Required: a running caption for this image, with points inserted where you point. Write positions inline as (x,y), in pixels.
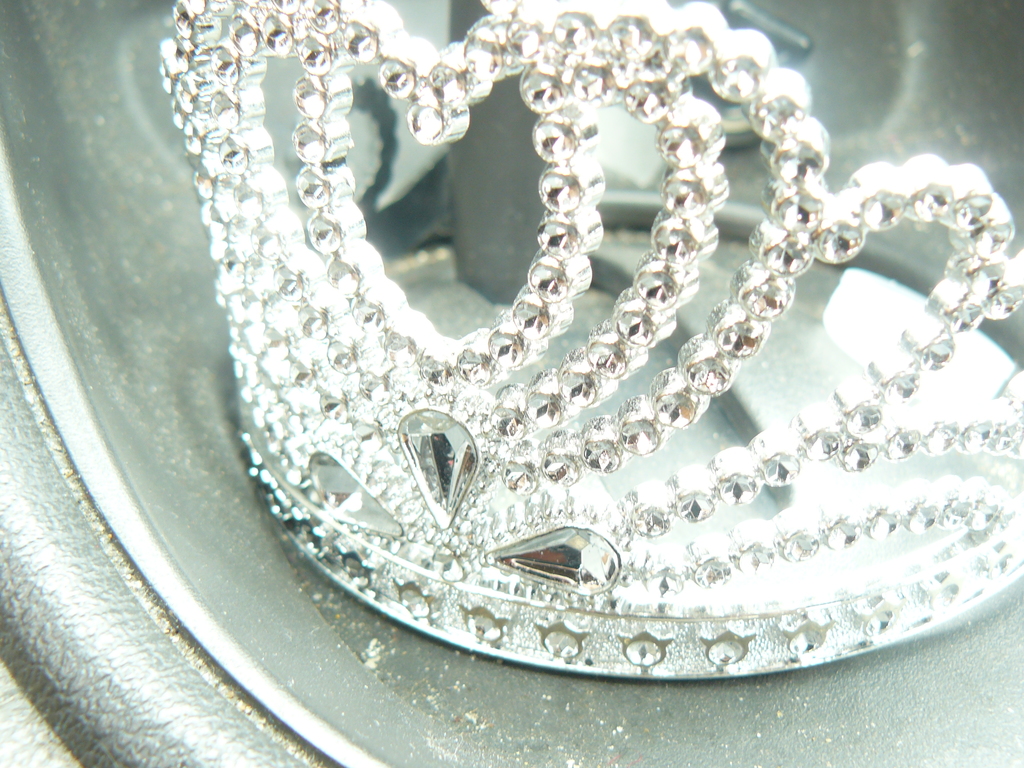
In this image we can see a crown (576,295) placed in a container (258,495).
